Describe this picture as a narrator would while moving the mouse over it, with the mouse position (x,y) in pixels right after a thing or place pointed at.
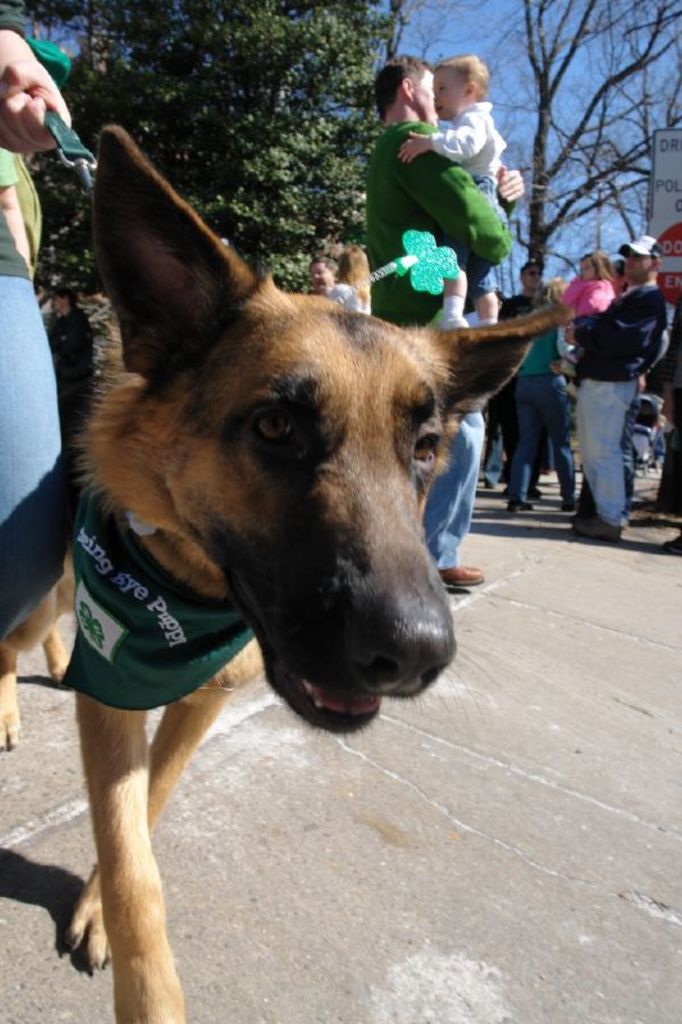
Front there is a brown dog (245,482). Far there are trees (291,81). These persons (400,113) are standing. These two person (600,441) are carrying a baby (579,301).
